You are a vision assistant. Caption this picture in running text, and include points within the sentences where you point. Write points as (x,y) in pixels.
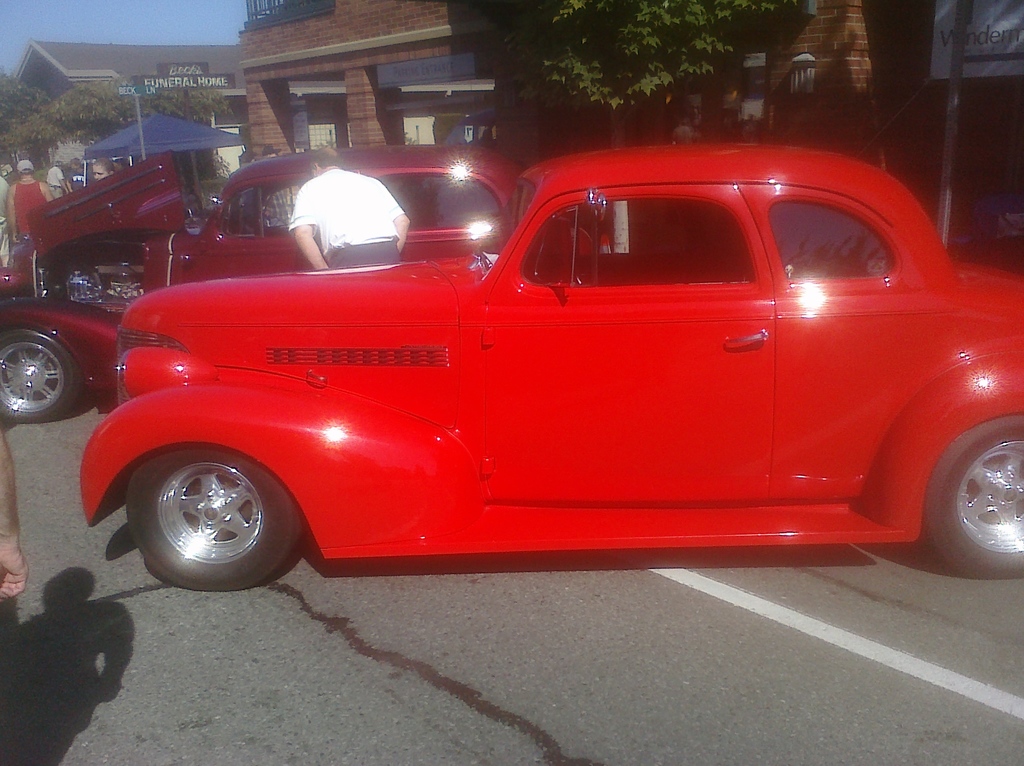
In this image we can see two cars (268,332) and few people (322,206) standing on the road (456,664), there are few buildings (840,83), trees (114,101), a pole (137,104) with board (129,90) and a board (194,82) with text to the building (151,67) and the sky (125,20) in the background (153,20).
